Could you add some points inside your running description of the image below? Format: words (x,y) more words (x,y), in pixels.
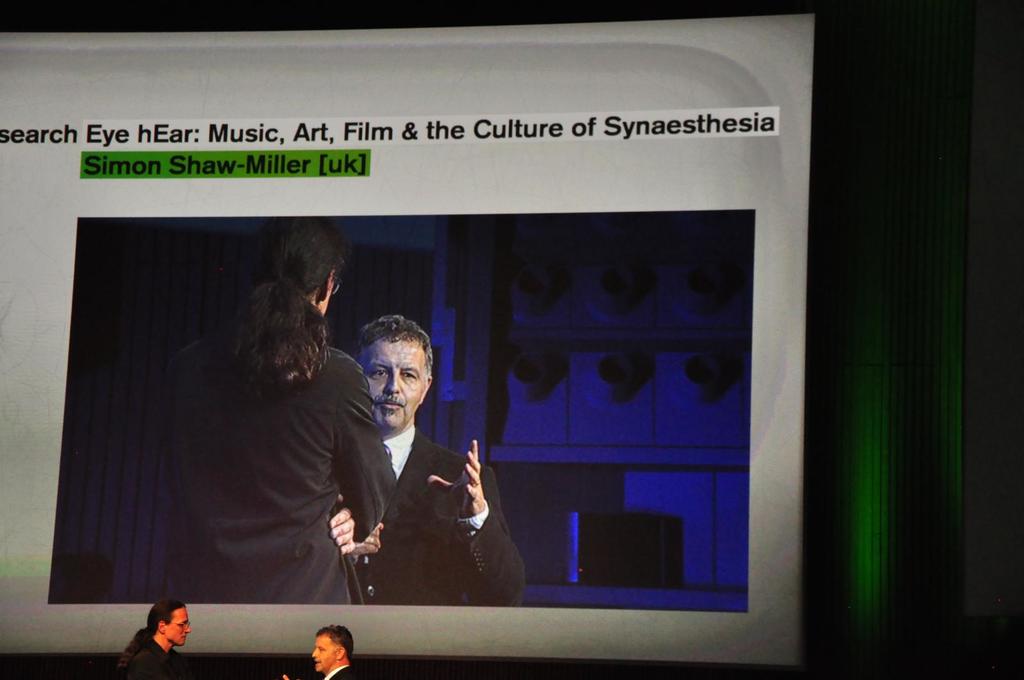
In this image we can see two people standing and talking and in the background (471,220), we can see the screen (716,310) with two people (210,531) and we can also see some text (334,126) on the screen (690,217).
